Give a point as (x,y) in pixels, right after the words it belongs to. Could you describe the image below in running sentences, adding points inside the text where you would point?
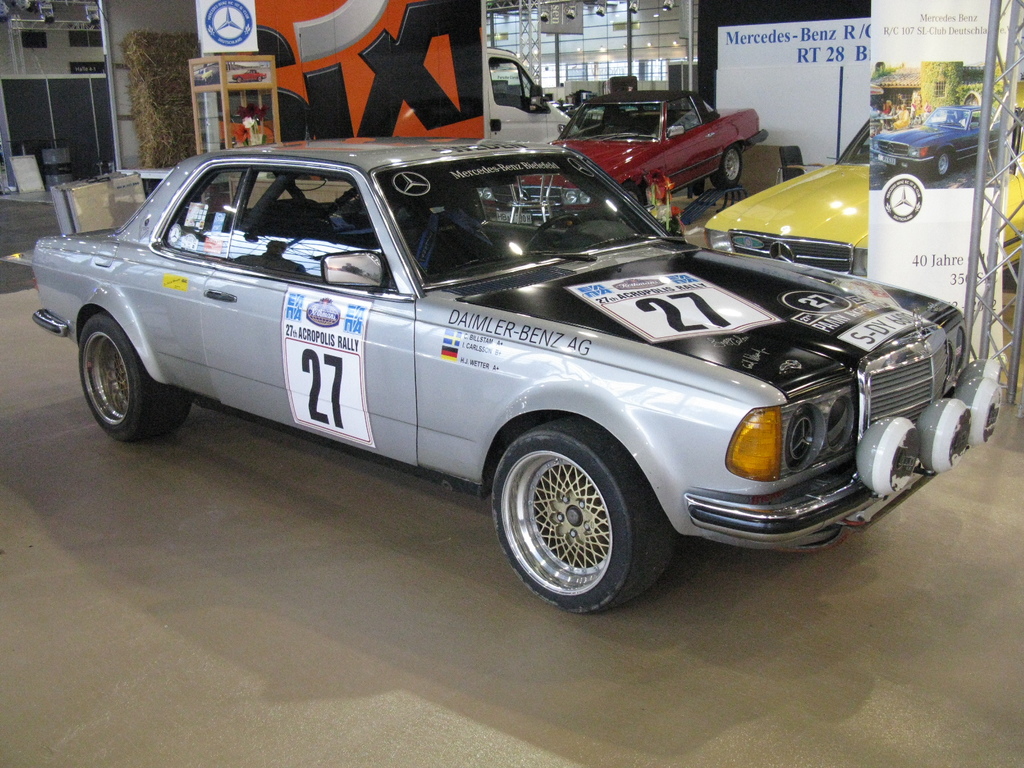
In this image there are a few cars (324,368) parked in a car showroom (181,763).
